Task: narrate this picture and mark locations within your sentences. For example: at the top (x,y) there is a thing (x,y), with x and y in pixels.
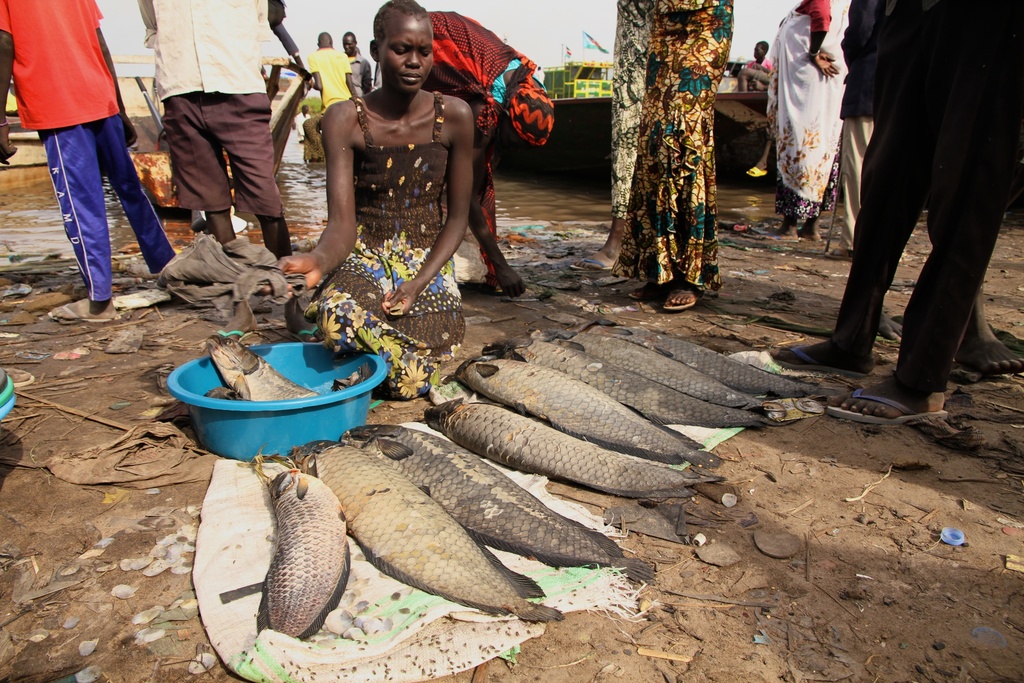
In the picture we can see some fish (461,489) which are on the ground (885,480) and there are some persons (456,167) standing and in the background of the picture (104,33) there are some ships (569,122), there is clear sky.
